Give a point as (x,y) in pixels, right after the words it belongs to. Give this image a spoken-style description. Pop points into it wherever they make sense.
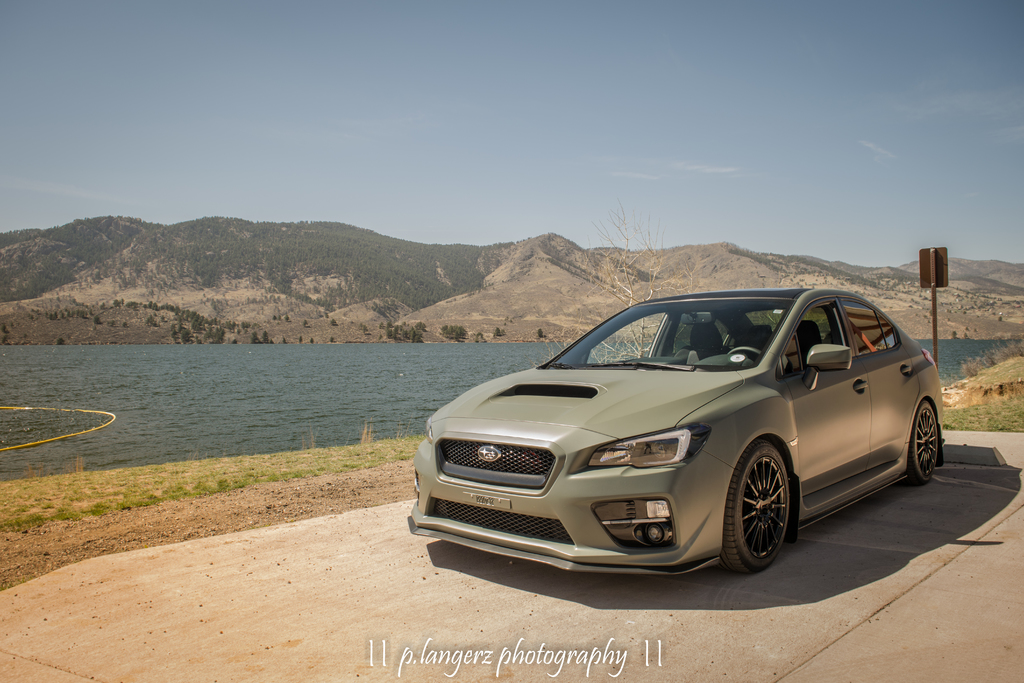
In this picture, we can see a vehicle (804,412), road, pole (936,348), board (921,279), ground (224,480) with grass (186,484), water (352,392), mountains (363,297), and the sky (751,225) with clouds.
